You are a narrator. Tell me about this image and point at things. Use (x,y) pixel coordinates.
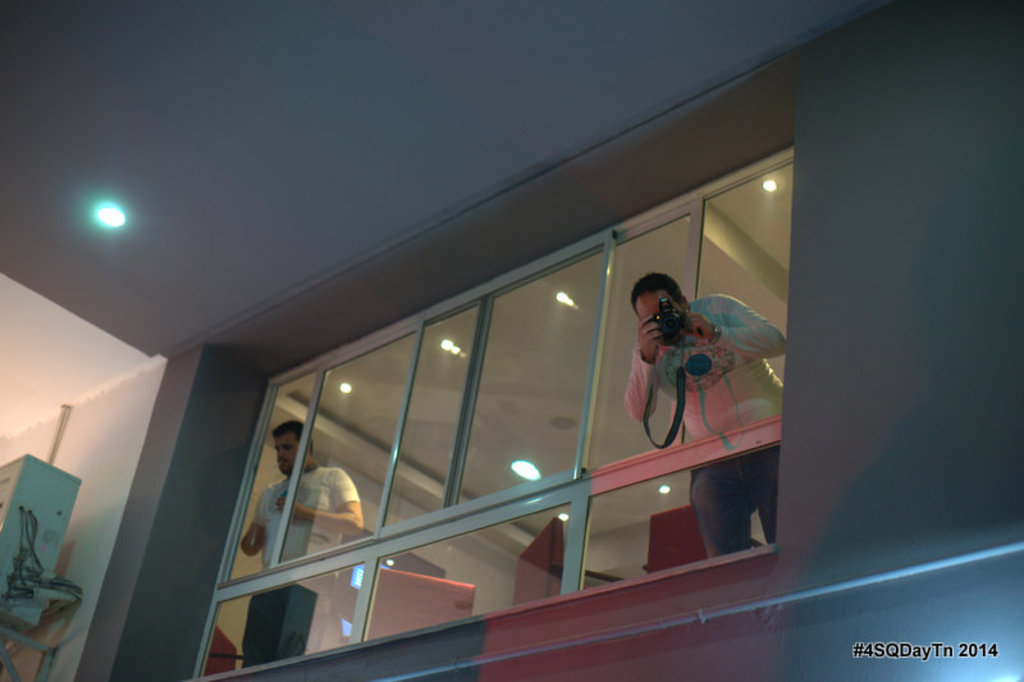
Here we can see two persons (337,475) and he is holding a camera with his hands (704,326). This is wall (1008,514) and there are lights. Here we can see glasses (531,535), ceiling (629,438), and an object (49,531).
